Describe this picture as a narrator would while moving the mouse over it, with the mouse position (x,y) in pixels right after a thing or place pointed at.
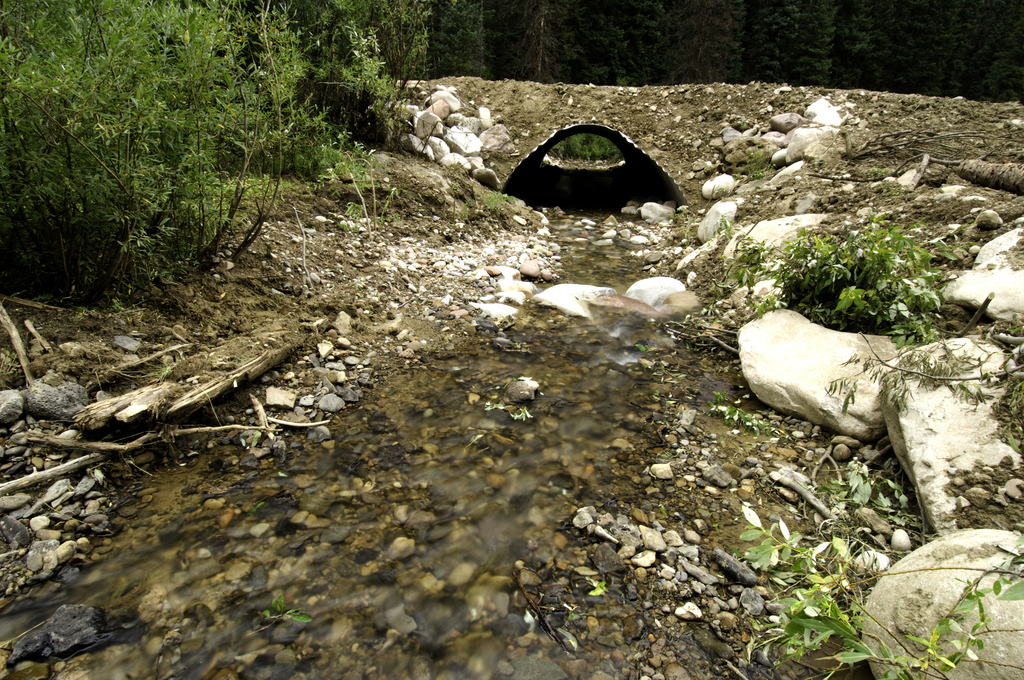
In this picture, we can see water (446,600), stones (1017,623), plants (860,288), trees (103,189) and a small tunnel (597,172).
